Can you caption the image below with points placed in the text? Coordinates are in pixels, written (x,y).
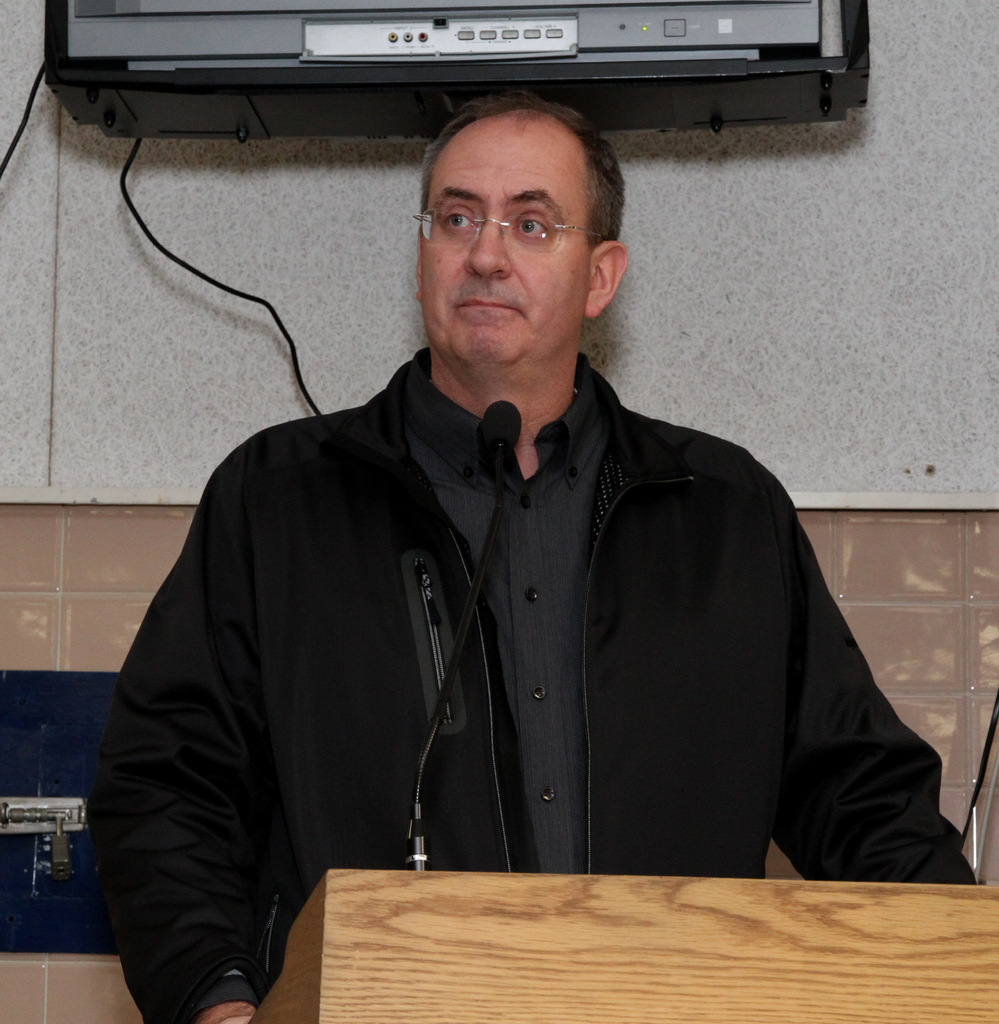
In this image I can see a person (788,754) standing. The person (722,597) is wearing black color dress (525,545) and I can see a microphone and a podium (478,948). Background (360,31) I can see a television (477,39) and the wall (761,263) is in gray and brown color.
